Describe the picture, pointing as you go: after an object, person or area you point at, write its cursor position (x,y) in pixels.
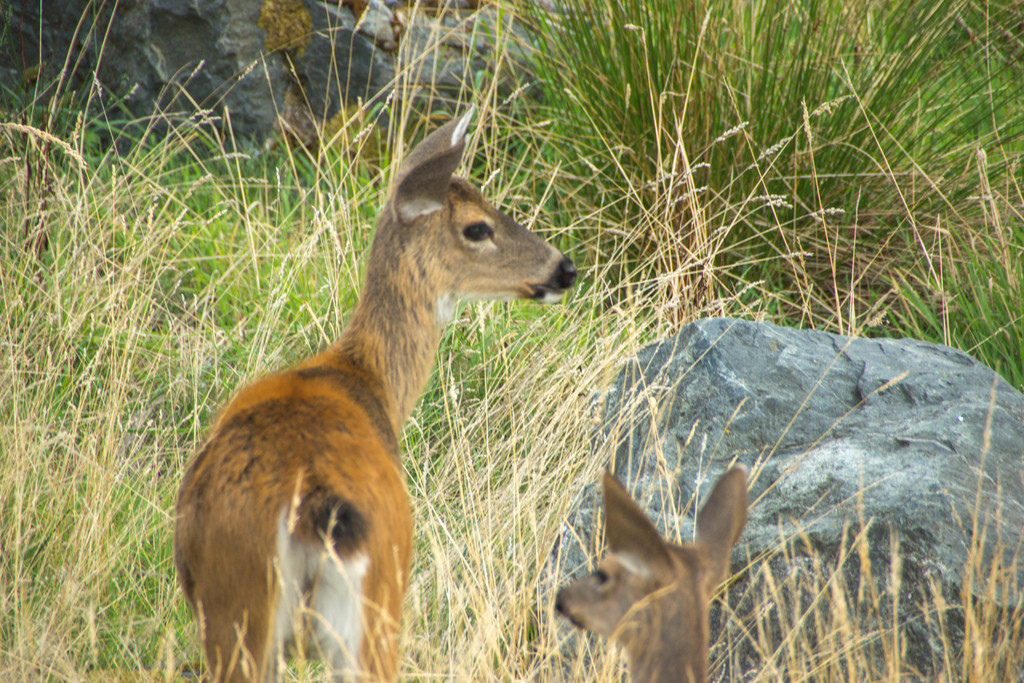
In this image there are deer (389,533) standing on the ground (76,422). There are rocks (736,344) and grass (274,278) on the ground (439,563).
